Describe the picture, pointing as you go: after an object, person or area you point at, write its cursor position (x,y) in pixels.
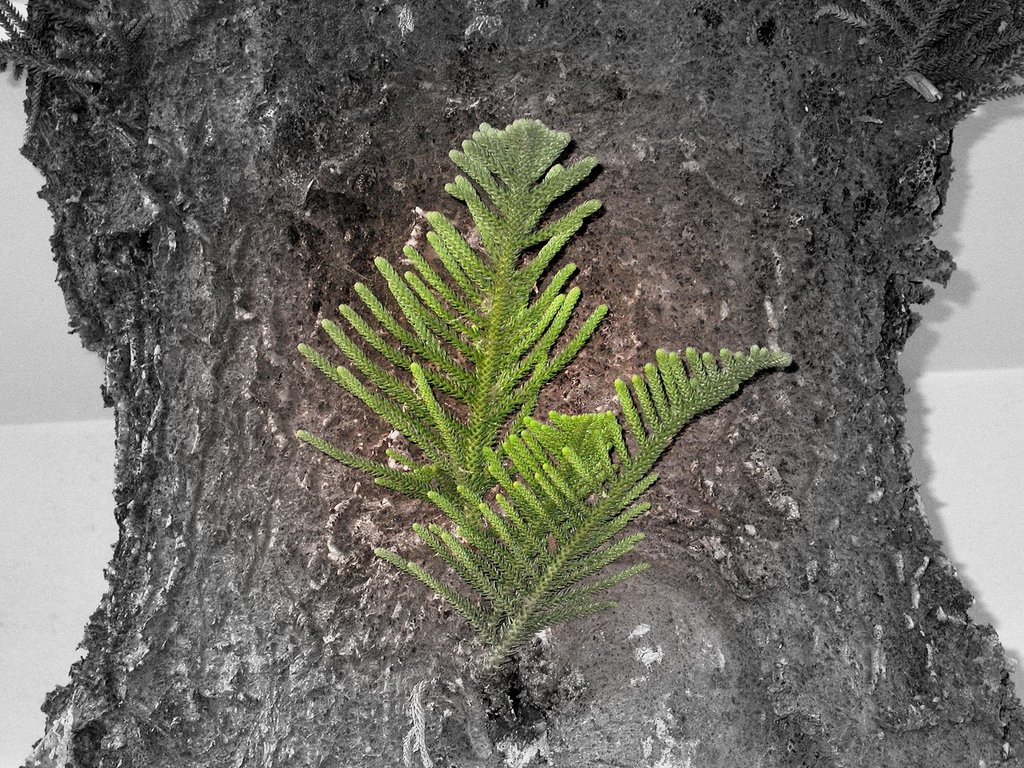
In the center of the image (419,429), we can see leaves (479,408) and in the background (693,232), there is a tree trunk (783,248) and a wall (940,422).
